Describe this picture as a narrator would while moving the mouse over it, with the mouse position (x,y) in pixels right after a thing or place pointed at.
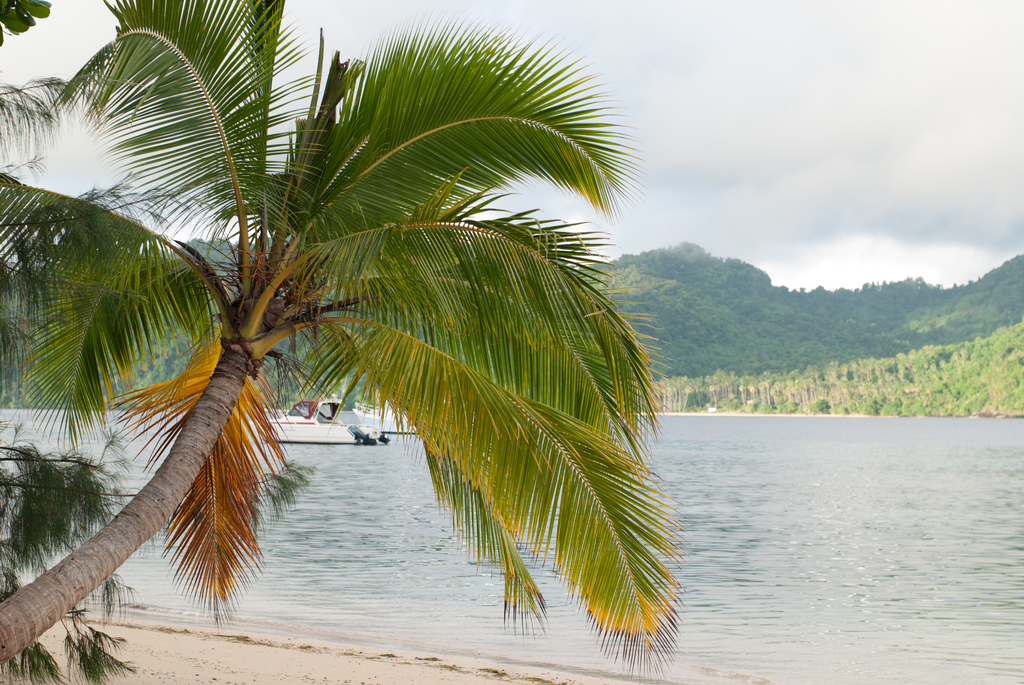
In this image we can see a boat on the surface of water (711,521). There is a tree (339,380) on the left side of the image (339,380). In the background (763,330), we can see greenery (724,306). At the top of the image (724,83), the sky (928,81) is covered with clouds (736,85).
